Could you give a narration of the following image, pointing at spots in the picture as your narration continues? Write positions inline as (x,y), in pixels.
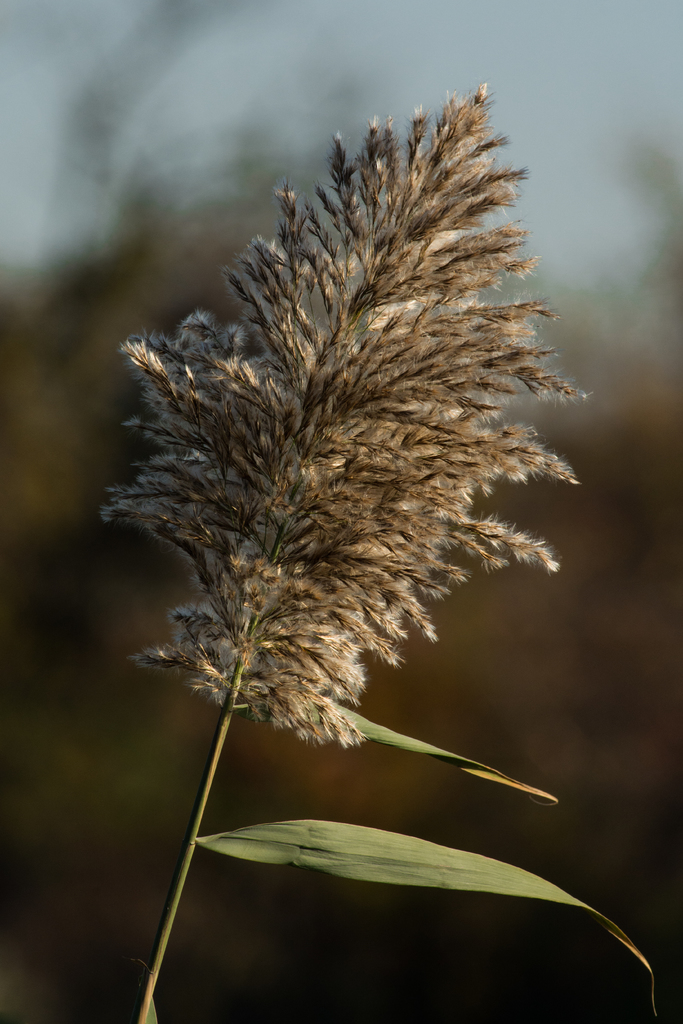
In this image we can see a plant (272,669). The background of the image (590,518) is blurred.
